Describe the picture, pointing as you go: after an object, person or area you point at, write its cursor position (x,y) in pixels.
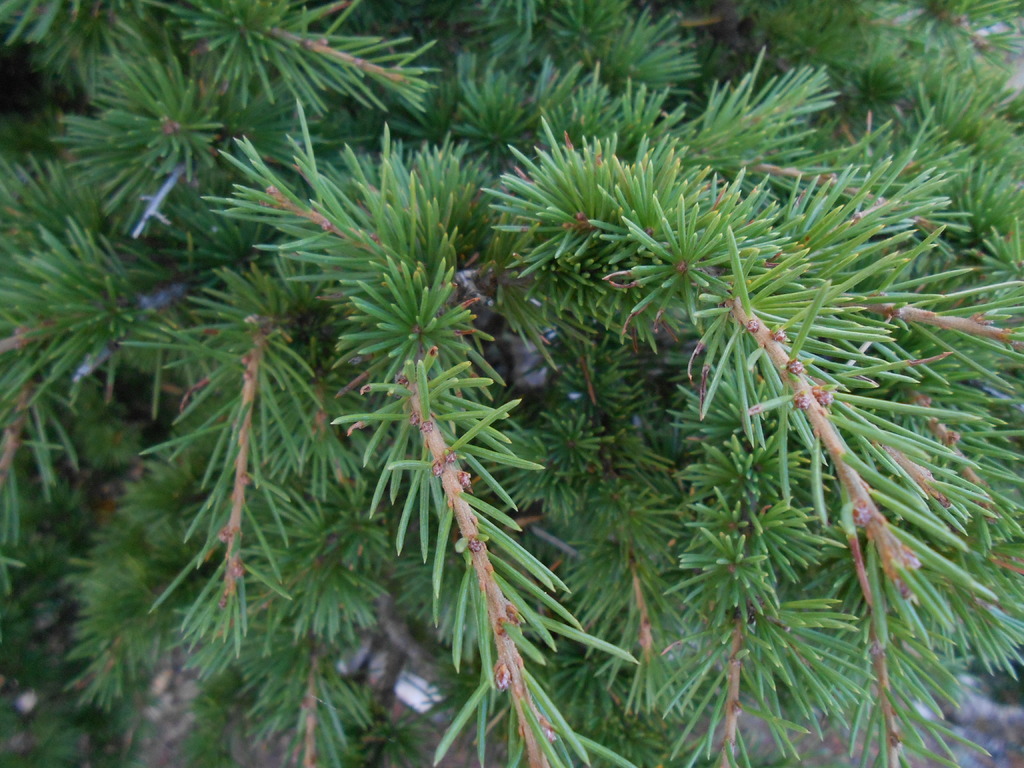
There are branches (470,511) of tree (562,396) with leaves (531,244).
